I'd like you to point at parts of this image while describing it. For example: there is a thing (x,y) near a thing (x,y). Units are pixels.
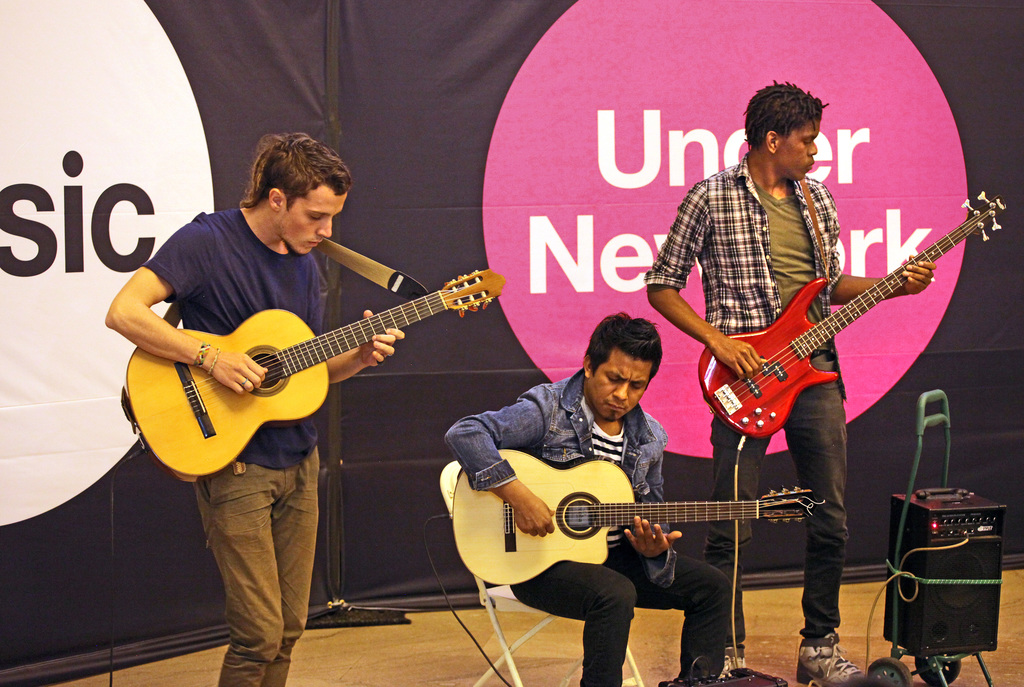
In this image i can see three persons (237,388) two are standing and playing guitar (247,414) and the middle person (517,416) is sitting and playing the guitar (560,535) at the back ground (566,362) i can see a banner (396,142).
